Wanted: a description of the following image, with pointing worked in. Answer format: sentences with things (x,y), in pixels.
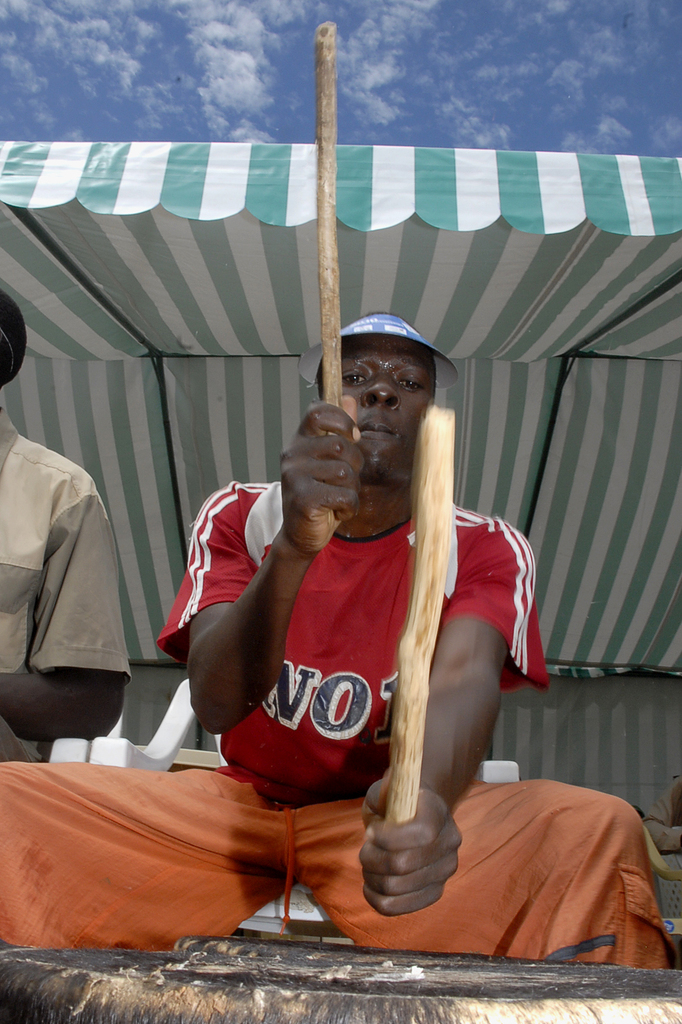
In this image in the center (346,664) there is a person (302,709) sitting and playing with sticks (439,602). On the left side (39,628) there is a person (43,612). In the background (177,343) there is a tent (198,347) which is green in colour and the sky (523,68) is cloudy.
